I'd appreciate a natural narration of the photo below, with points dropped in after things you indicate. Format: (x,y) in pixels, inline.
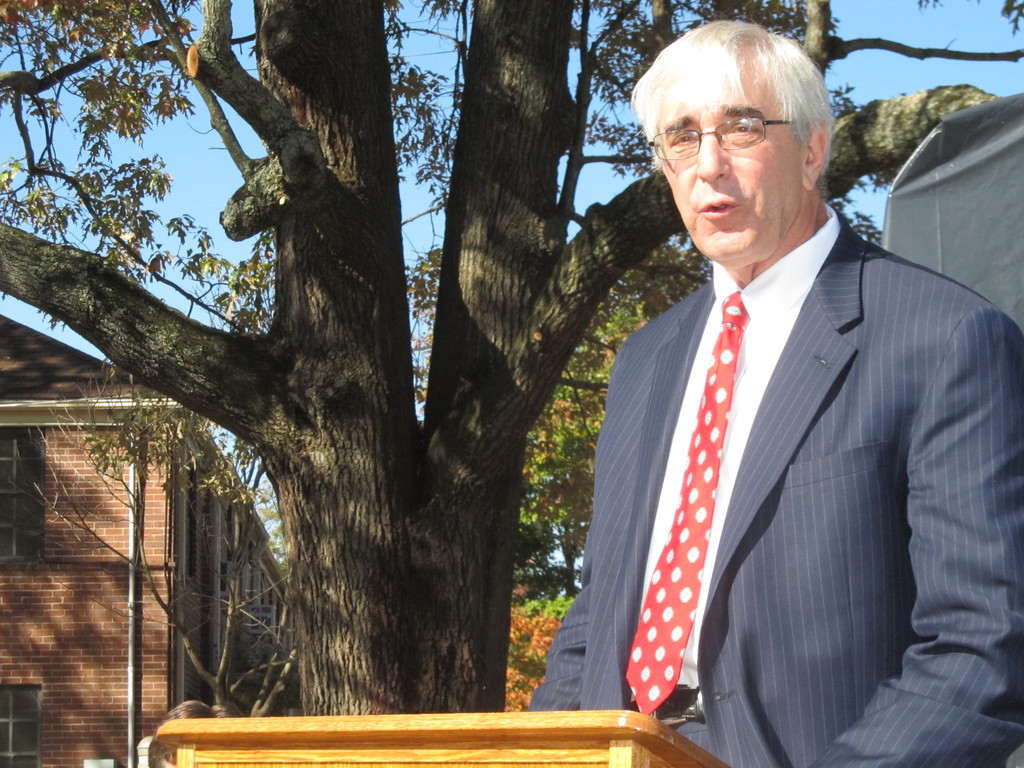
In this image we can see a person (795,566) and a wooden texture (586,720). In the background of the image (415,403) there are some buildings (207,509), poles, trees (403,428) and the sky (214,194).
